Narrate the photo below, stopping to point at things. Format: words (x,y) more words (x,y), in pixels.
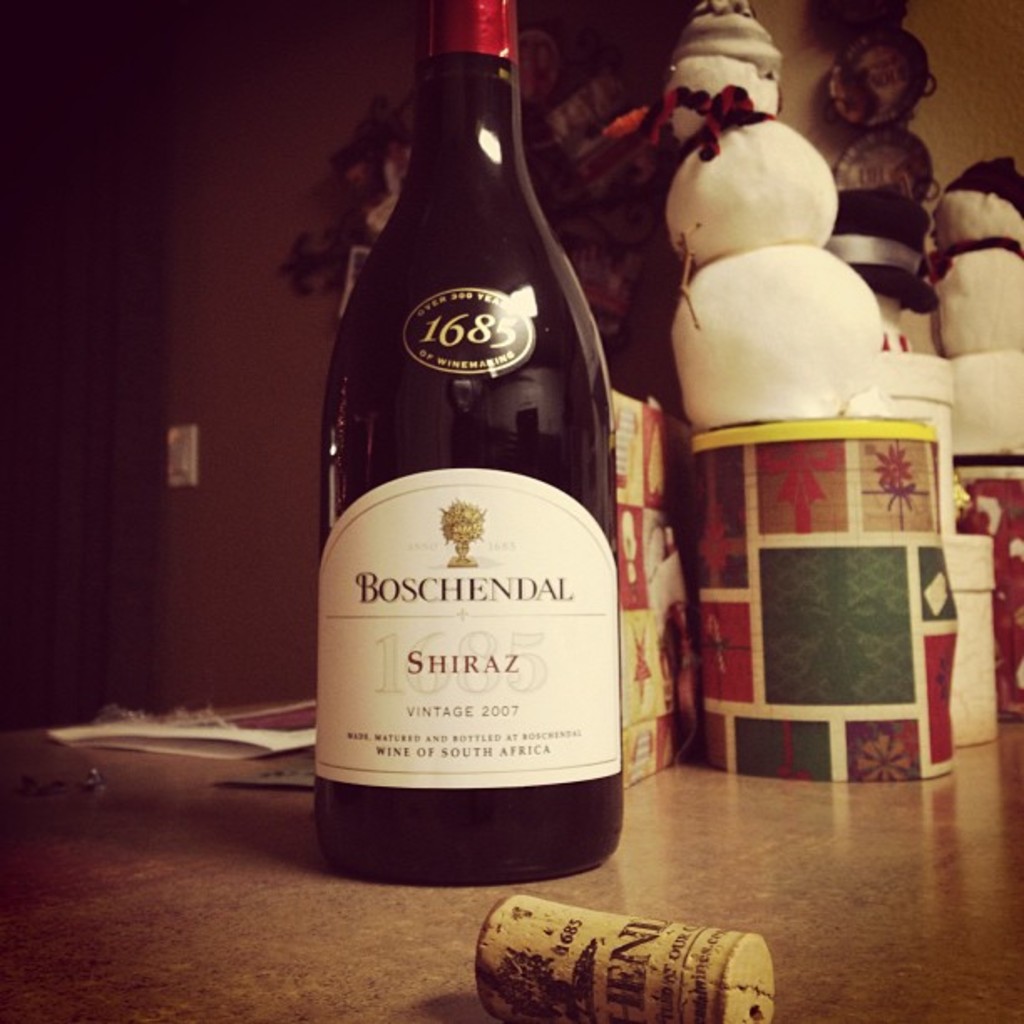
In this image we can see a table (155,841). On the table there are beverage bottle (470,493), cork (499,924), storage boxes (741,747), toy snowman (709,215) and wall decors (862,76).
